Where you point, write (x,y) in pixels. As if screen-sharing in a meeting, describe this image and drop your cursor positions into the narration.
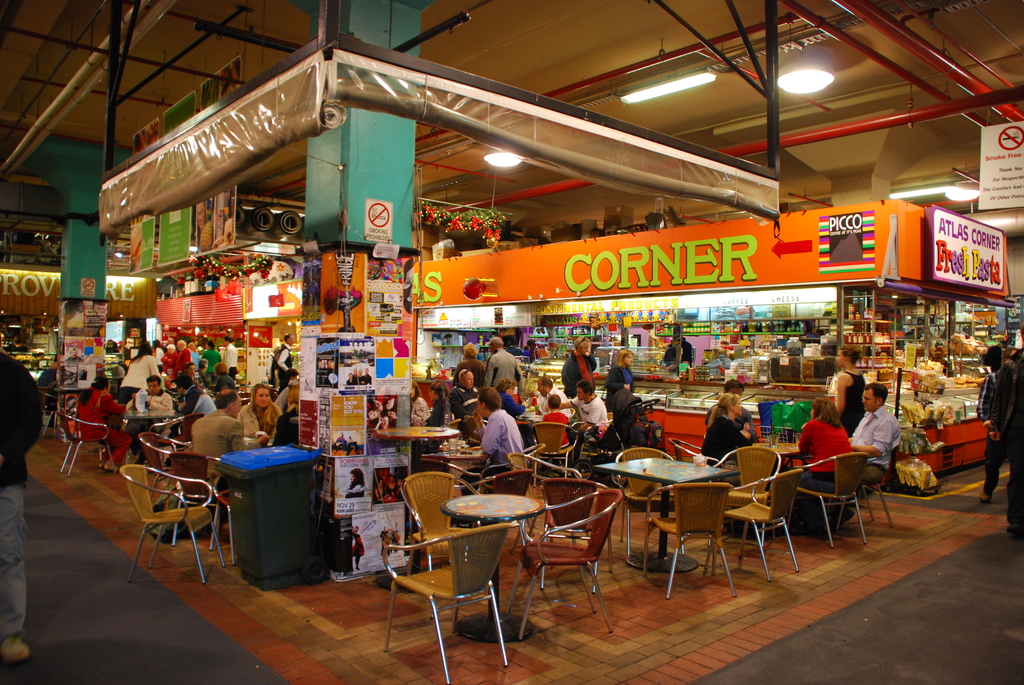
In this image we can see many chairs (599,514) and tables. There are many people (298,413) sitting. Some are standing. Also there are pillars (89,326) with posters (328,271) and sign boards (385,210). There is a stall (755,346) with many items (783,353). Also there are garlands (430,223) with red decorations (429,217). There are lights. Also there are boards (919,273). On the ceiling (746,114) there are lights (655,89).
